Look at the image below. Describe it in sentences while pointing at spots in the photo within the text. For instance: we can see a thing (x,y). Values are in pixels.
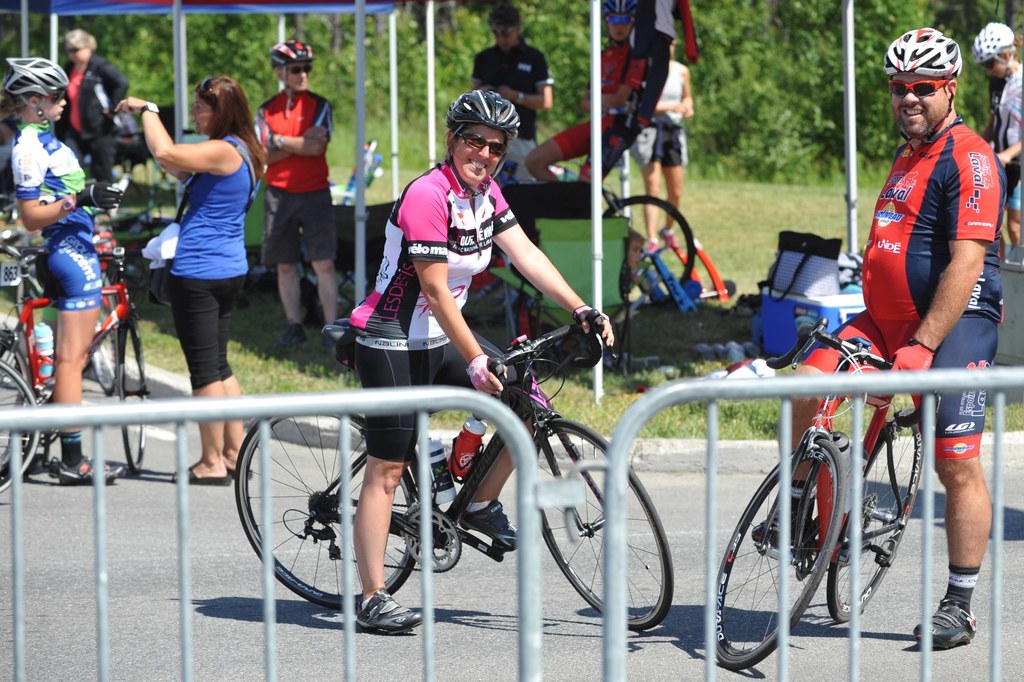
In this picture are two members (399,286) riding a bicycle (822,554) wearing helmet (484,119) and spectacles (481,148). in the background (34,151) there are some people (203,209) standing here under the tent (251,12). There are some poles (601,93) and trees (774,74) here.
